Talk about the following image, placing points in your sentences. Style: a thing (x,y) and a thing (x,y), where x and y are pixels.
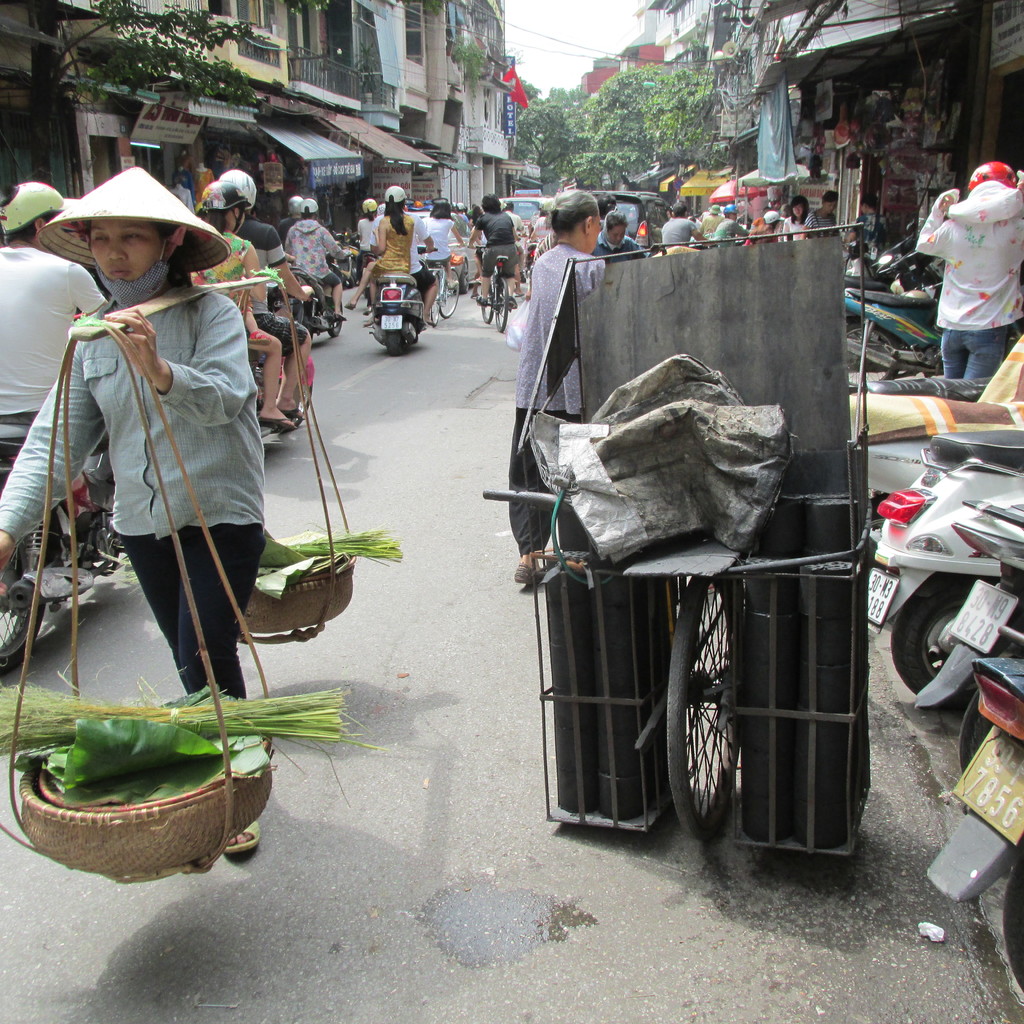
In this image I can see the road (483,948), a bicycle (721,744), a person (224,501) standing, few persons (400,271) riding motorbikes (383,309) and few persons (489,261) riding bicycles (436,292) on the road (470,315). I can see few buildings (293,118) on both sides of the road (484,961), few trees (612,97), few boards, to the right side of the image (953,521) I can see few motorbikes (929,392) and in the background (554,55) I can see the sky (568,53).
